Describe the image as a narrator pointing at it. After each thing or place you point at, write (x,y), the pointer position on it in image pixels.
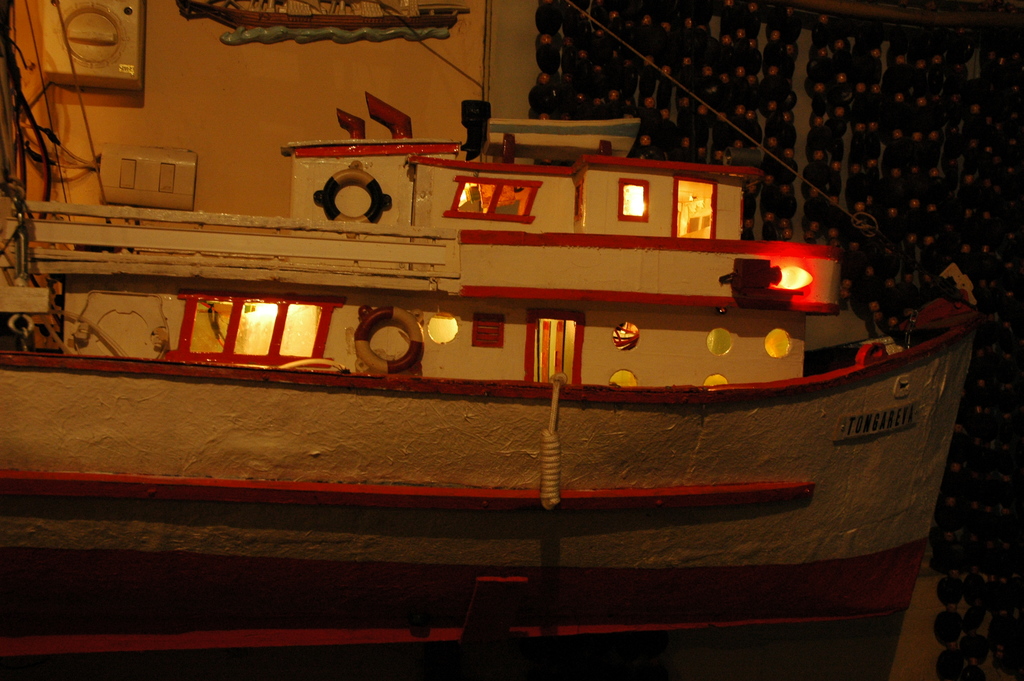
In this image there is an artificial ship (718,445), in the background (595,111) there is a wall (107,126) to that wall (318,115) there are switches (161,150) and a curtain (1010,149).
